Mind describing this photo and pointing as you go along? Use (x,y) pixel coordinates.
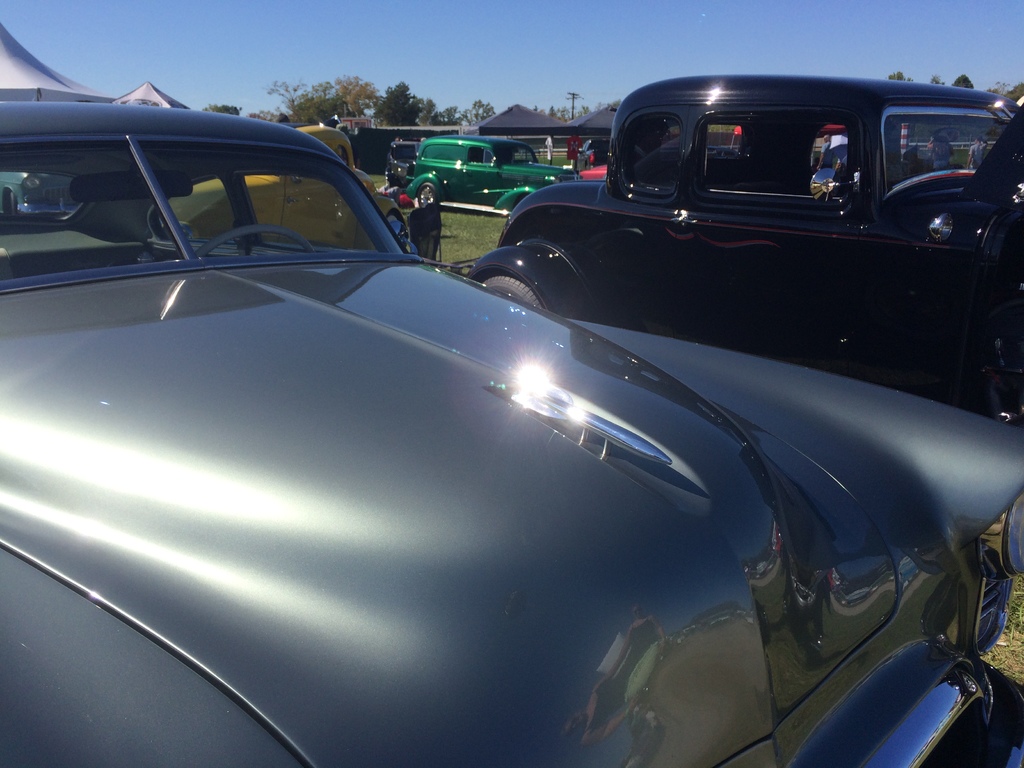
In this image I can see few vehicles (536,396). In front (291,591) the vehicle (397,501) is in silver color, background (551,73) I can see an electric pole (574,111), trees (388,100) in green color and the sky (414,43) is in blue color.
